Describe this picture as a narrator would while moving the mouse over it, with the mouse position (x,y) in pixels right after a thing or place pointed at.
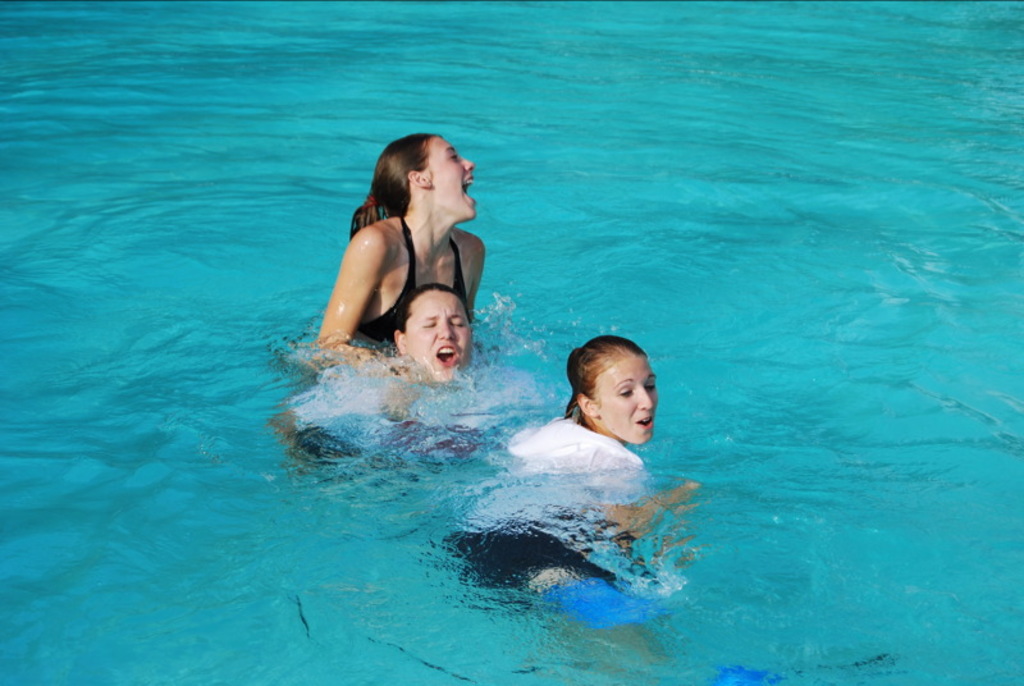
In this image we can see women (414,374) in water (343,185).
